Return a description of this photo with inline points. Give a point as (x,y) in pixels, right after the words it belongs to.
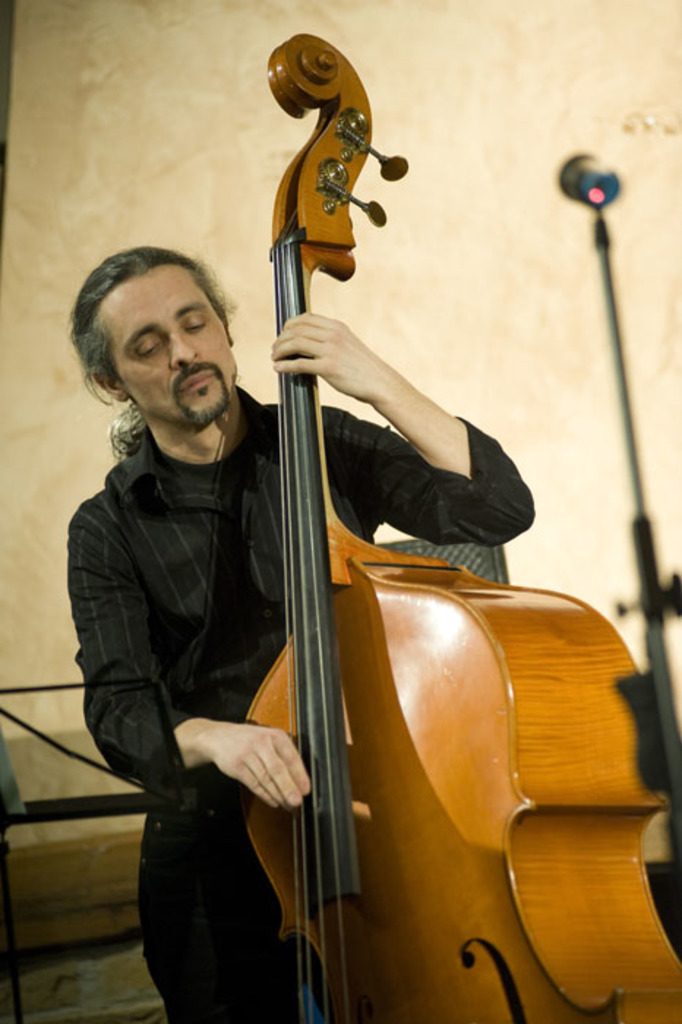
Here a person (275,421) is playing double bass (371,628).
